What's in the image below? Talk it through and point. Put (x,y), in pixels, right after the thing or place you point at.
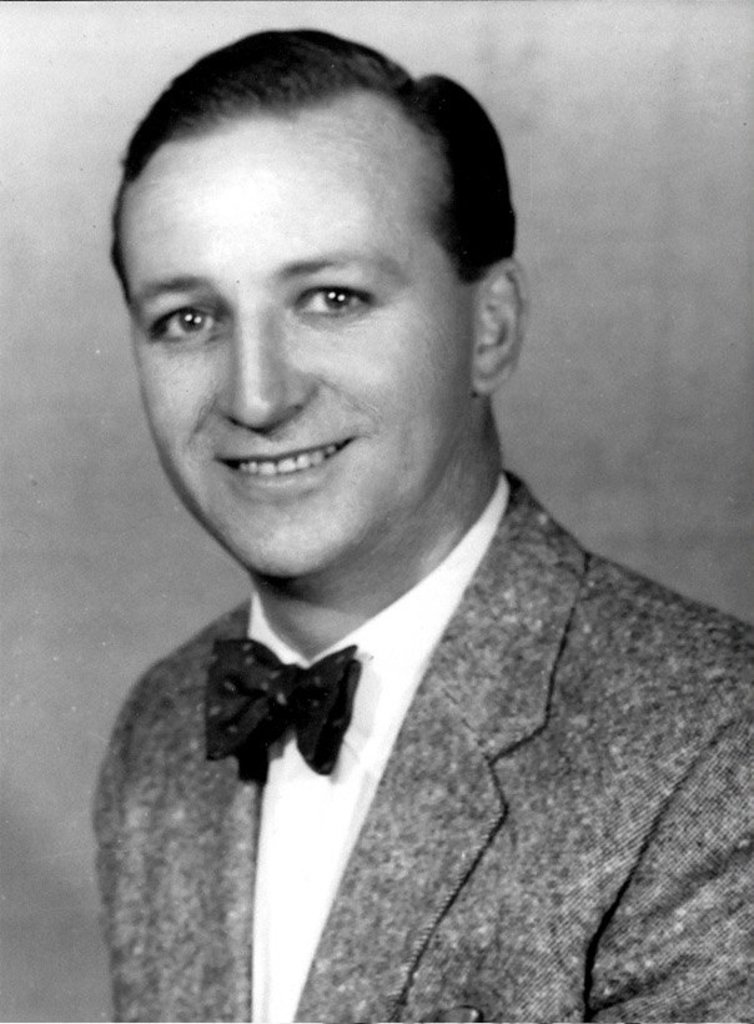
In this image I can see the black and white picture in which I can see a person (312,578) wearing blazer (535,893) is smiling.
